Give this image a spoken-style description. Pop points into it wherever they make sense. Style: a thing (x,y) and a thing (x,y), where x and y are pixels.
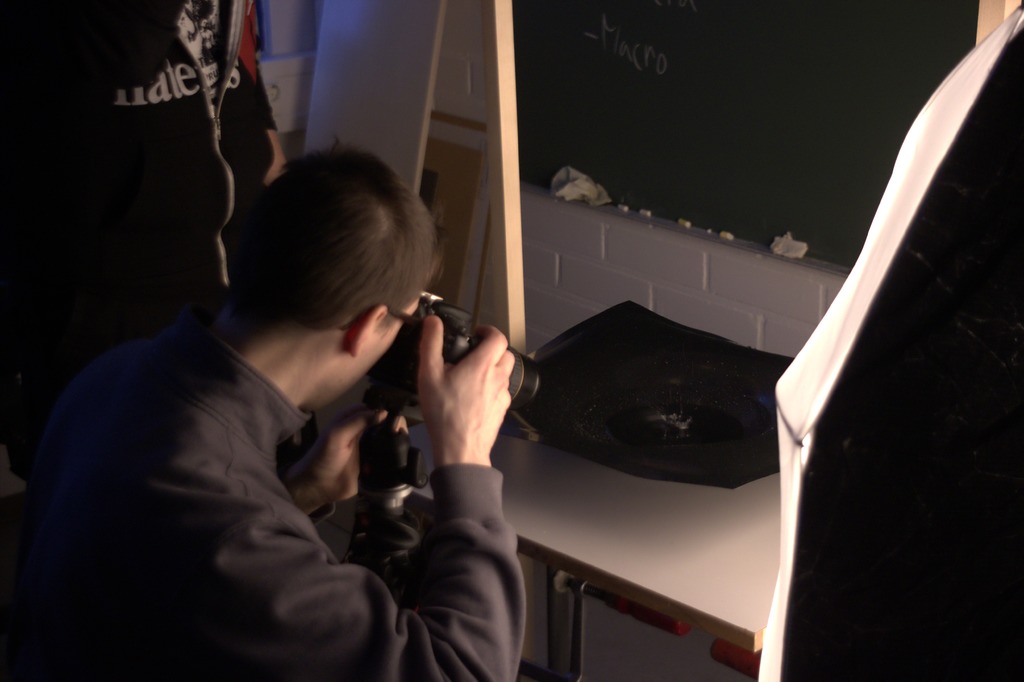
In this picture we can see few people (361,345), and a man (187,370) is taking picture with the help of camera (408,364), in front of him we can see an object (620,385) on the table (709,560).
